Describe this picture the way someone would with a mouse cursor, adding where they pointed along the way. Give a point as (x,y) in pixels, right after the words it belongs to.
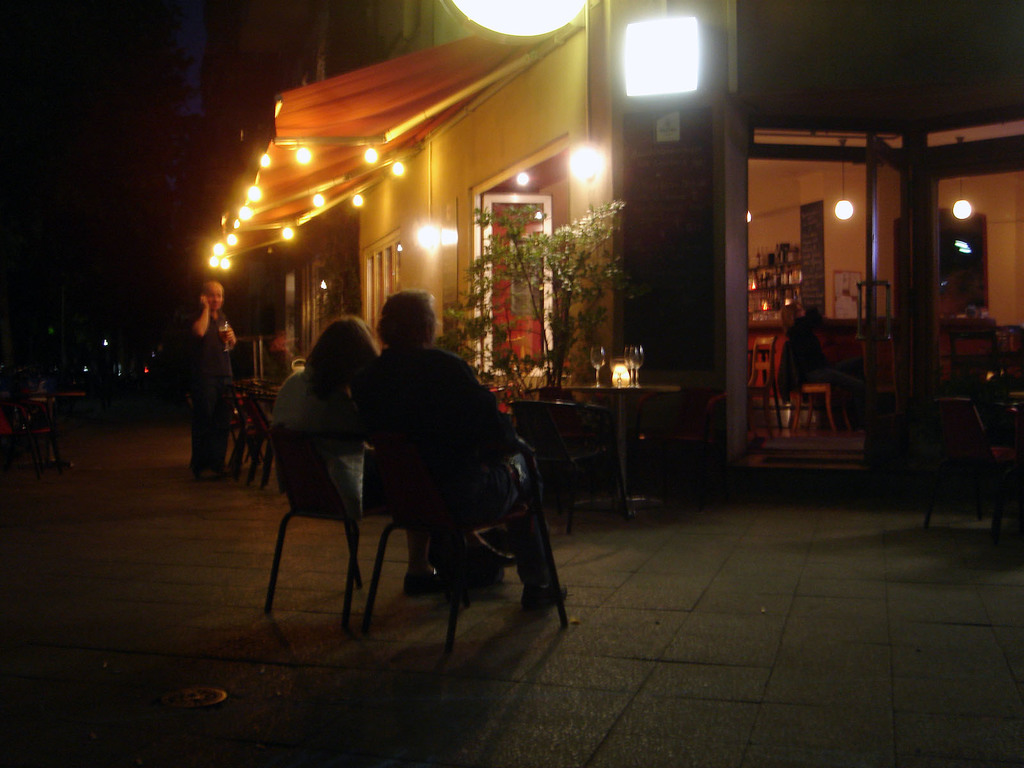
In this picture I can see a building (745,26), in front of building (750,12) I can see persons (277,413) sitting on chair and plants (539,243) visible and there is a lighting (648,39) visible on the wall (723,77) of the building (716,68) and there are some persons (799,340) visible inside the building (883,241), sitting on chair (822,388) and I can see a chair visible on the right side (971,462) and this picture taken during night.
